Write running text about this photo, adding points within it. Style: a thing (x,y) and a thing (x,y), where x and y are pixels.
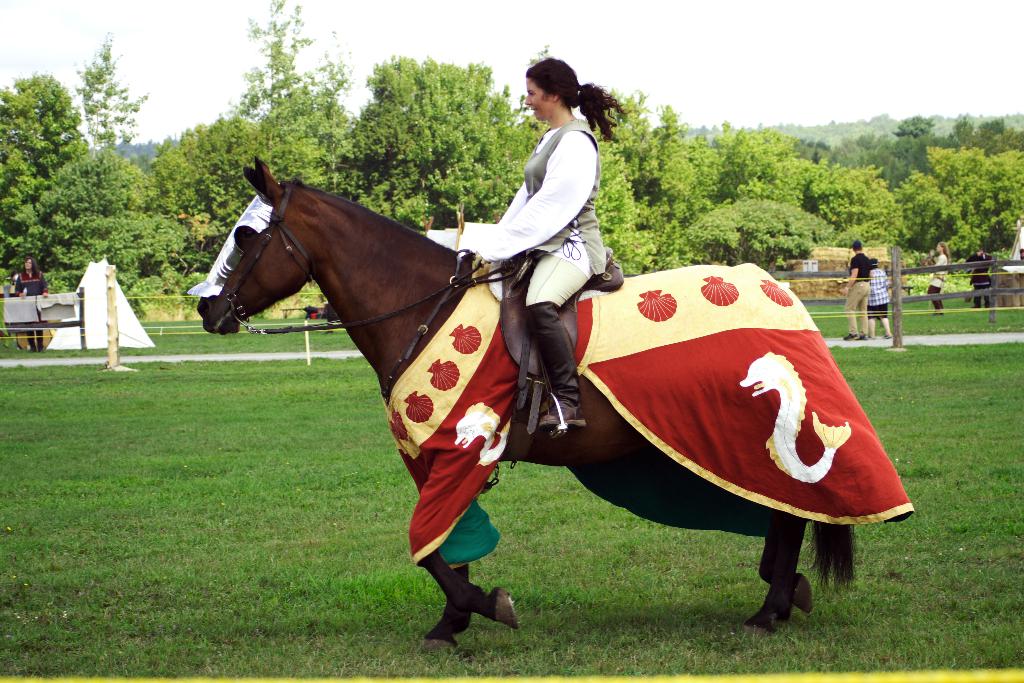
The woman (552,225) in white shirt (555,201) and grey jacket (580,128) is riding a horse (438,325). On the right corner of the picture (873,270), we see people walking on the road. Beside them, we see a wooden fence (777,274). There are many trees (874,245) in the background (485,220). At the bottom of the picture (294,590), we see grass (948,535). At the top of the picture (692,78), we see the sky (497,74). On the left side of the picture (21,279), we see a tent (92,338) in white color and a woman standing beside the tent (99,290).
